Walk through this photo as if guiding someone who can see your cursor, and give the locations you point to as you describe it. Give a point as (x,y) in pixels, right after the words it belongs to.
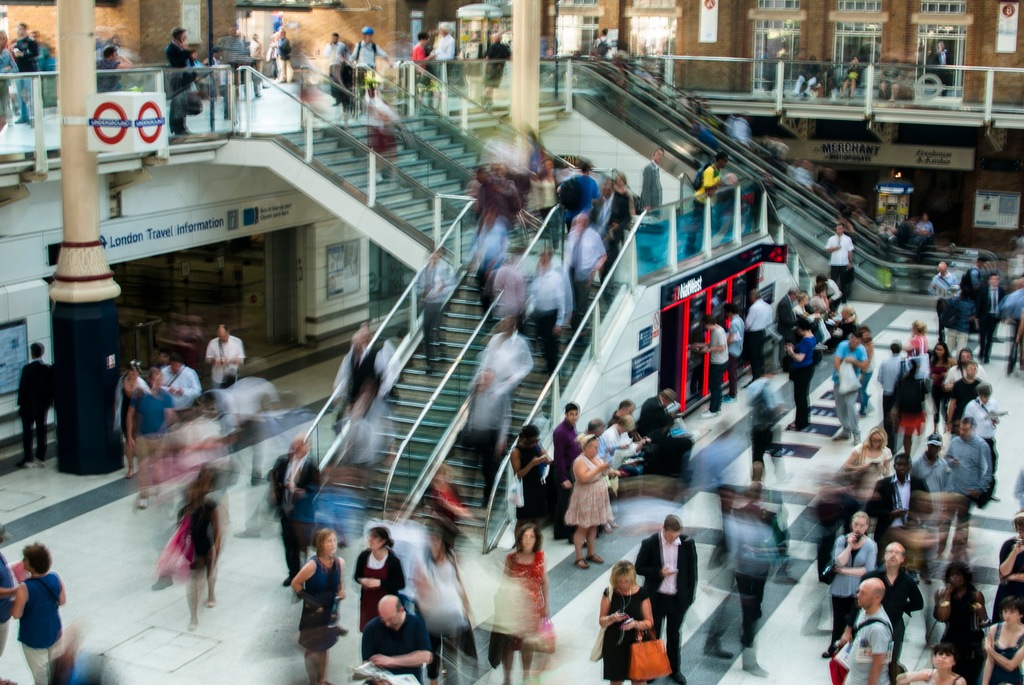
In this picture, we see many people (647,598) are standing. In the middle of the picture (420,395), we see many people (444,471) are on the staircase (430,418). Beside them, we see the stair railing (406,300). On the left side (68,440), we see a pillar (78,347) and people (30,401) are standing beside that. Beside that, we see a wall (44,329) on which posters (15,368) are pasted. Beside that, we see a stall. In the background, we see an escalator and a board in white color with some text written on it. At the top (443,28), we see many people (301,69) are standing. We see a railing (922,86). This picture might be clicked in the train station (384,8).
